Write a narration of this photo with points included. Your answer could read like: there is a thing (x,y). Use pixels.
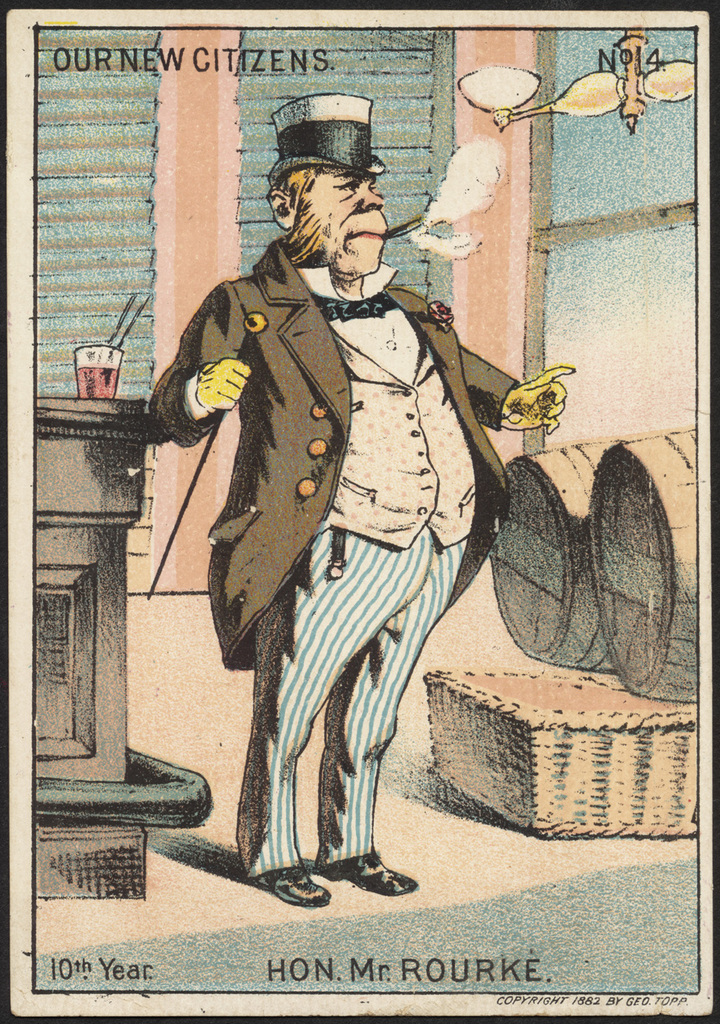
This picture describe about the comic poster (67,27) seen in the image. In front (263,474) we can see a man (323,570) wearing brown coat (276,474) holding a stick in the hand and smoking.
